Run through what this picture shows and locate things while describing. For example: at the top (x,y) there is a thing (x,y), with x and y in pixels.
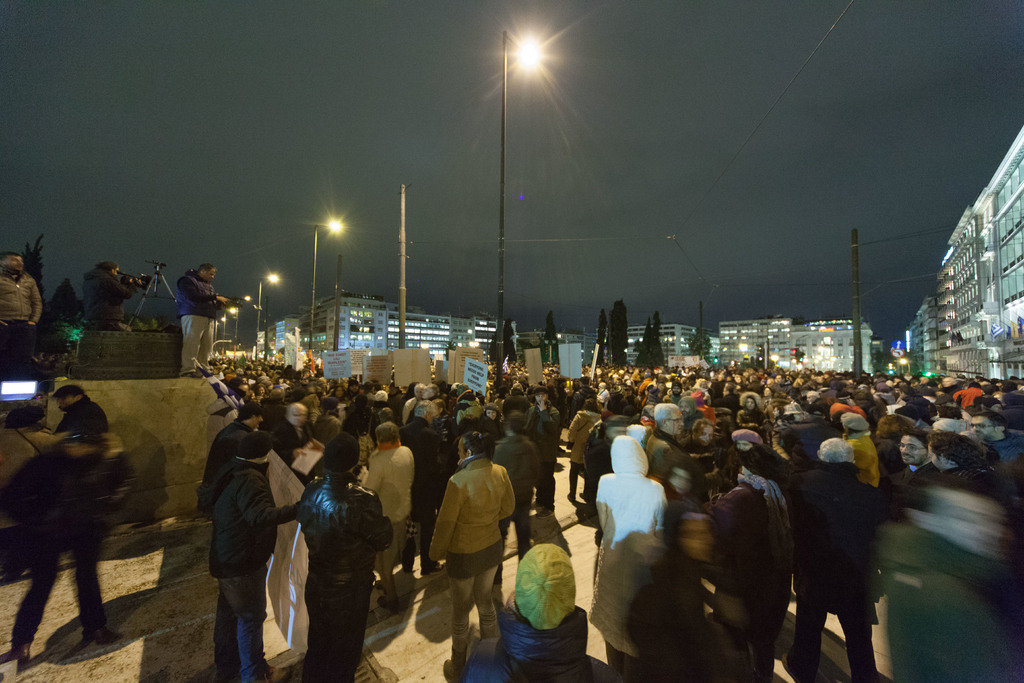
In this picture we can see the group of persons (633,500) were standing on the ground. On the left (192,322) there are three person (86,311) standing on the stage (163,381) and holding a camera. Beside that there is a man (103,415) who is operating a computer (23,388). In the background (671,332) we can see trees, street lights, poles (858,341) and buildings (1003,296). At the top (427,78) there is a sky (289,93).
